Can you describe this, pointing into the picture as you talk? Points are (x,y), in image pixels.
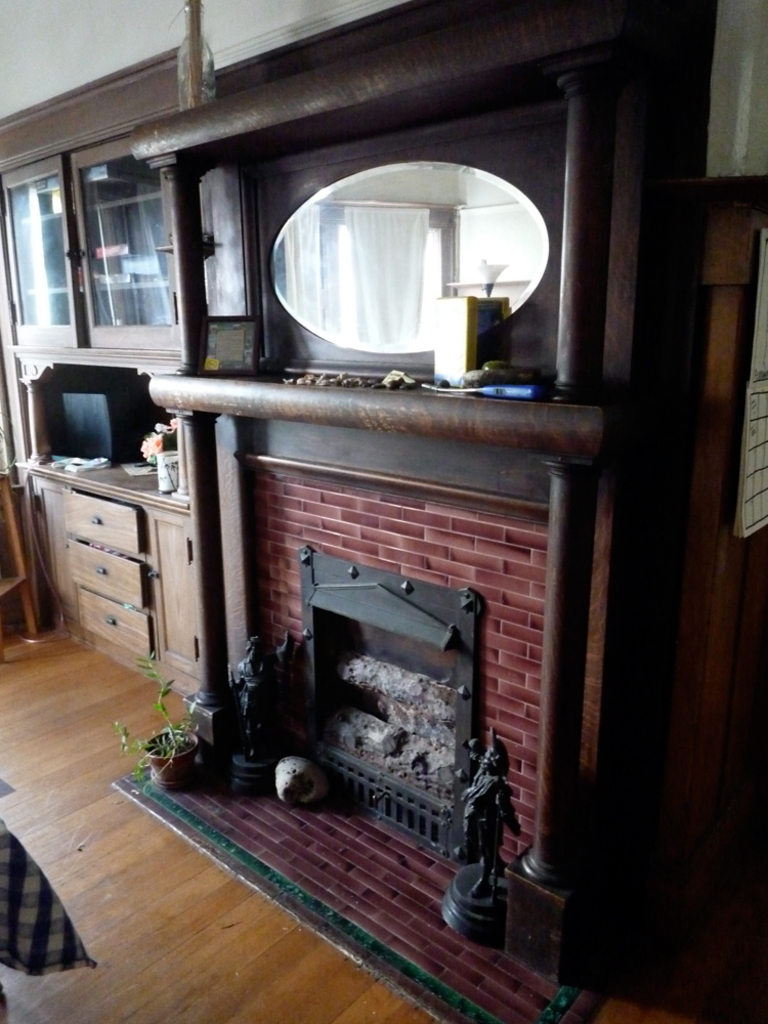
In the center of the image (408,667) there is a wall (161,31), fireplace (410,688), mirror (381,288), pot (174,771) with a plant (170,760), sculptures (481,821), drawers (124,636) and a few other objects (321,376). And we can see the reflection (390,275) of a few objects (369,267) in the mirror (503,284). At the bottom left side of the image (42,936), there is a cloth (55,934).
